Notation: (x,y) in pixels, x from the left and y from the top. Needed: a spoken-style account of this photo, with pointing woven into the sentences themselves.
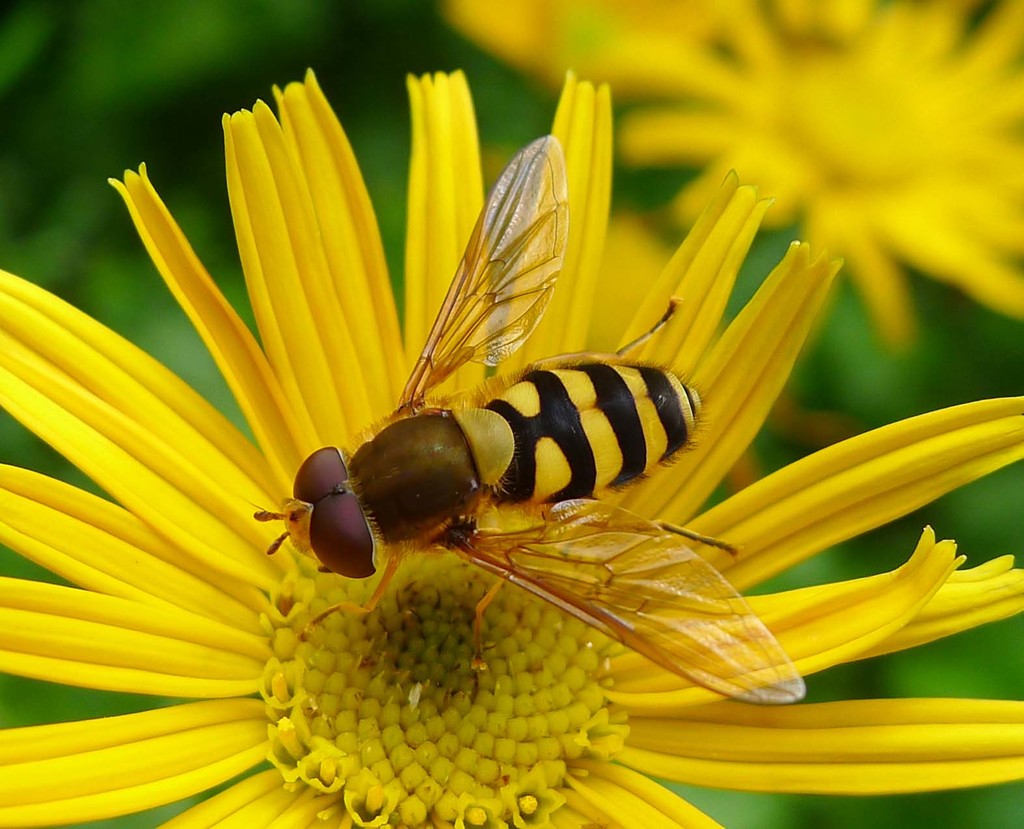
In this image in the foreground (477,376) there is one bee (652,384) on a flower (672,346), and there are some flowers (890,184) and there is blurry background (1000,330).
